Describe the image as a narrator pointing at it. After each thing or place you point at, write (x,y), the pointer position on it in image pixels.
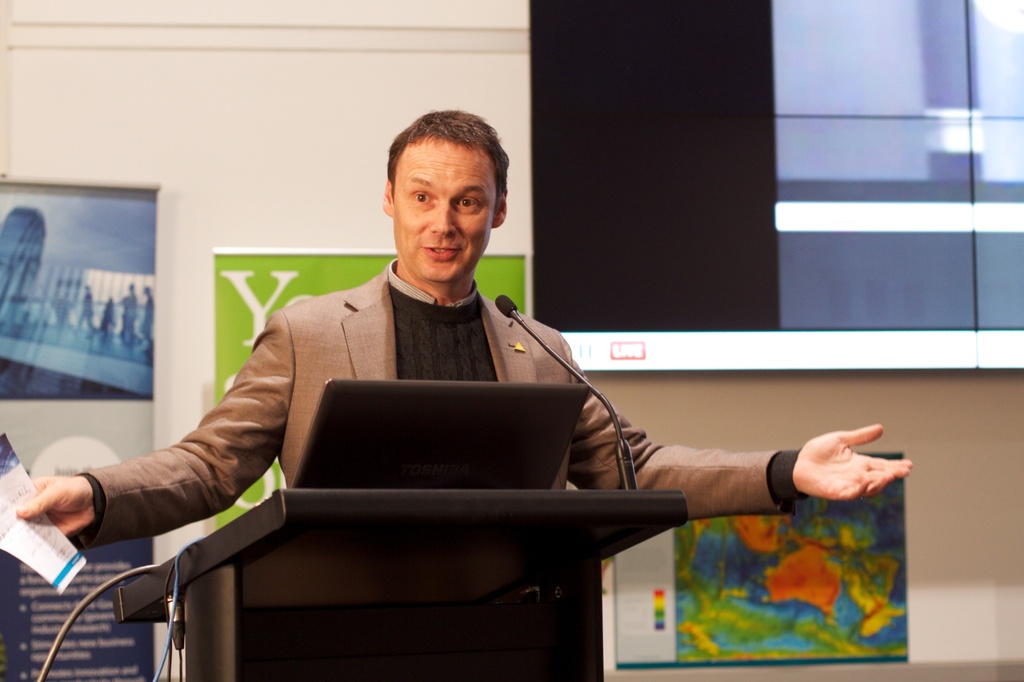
In this image in the center (369,285) there is one man (430,361) who is talking, in front of him there is a podium (467,547), mike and laptop (405,480) and he is holding a paper (58,554). And in the background (90,264) there are some boards (90,264), screen (579,338) and wall (950,555).
